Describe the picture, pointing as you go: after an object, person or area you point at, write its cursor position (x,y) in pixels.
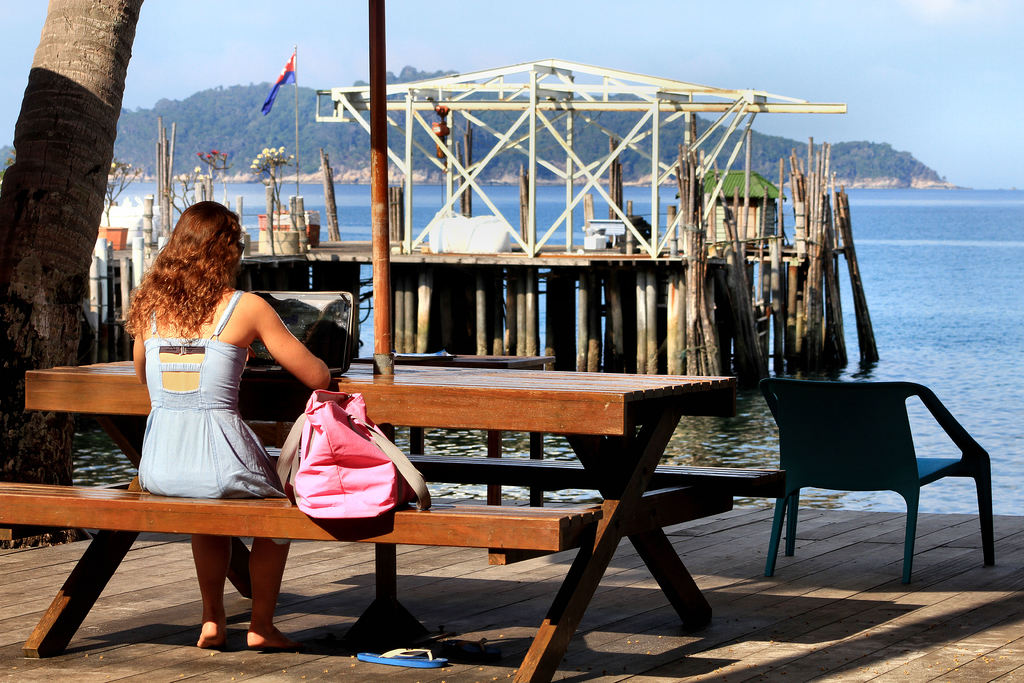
She is sitting in a table (501,519) there is a bag (324,498) next to it. We can see on the background (337,97) there is a sky (522,29), flag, construction bridge (409,147) is there and sea (920,207) also.
